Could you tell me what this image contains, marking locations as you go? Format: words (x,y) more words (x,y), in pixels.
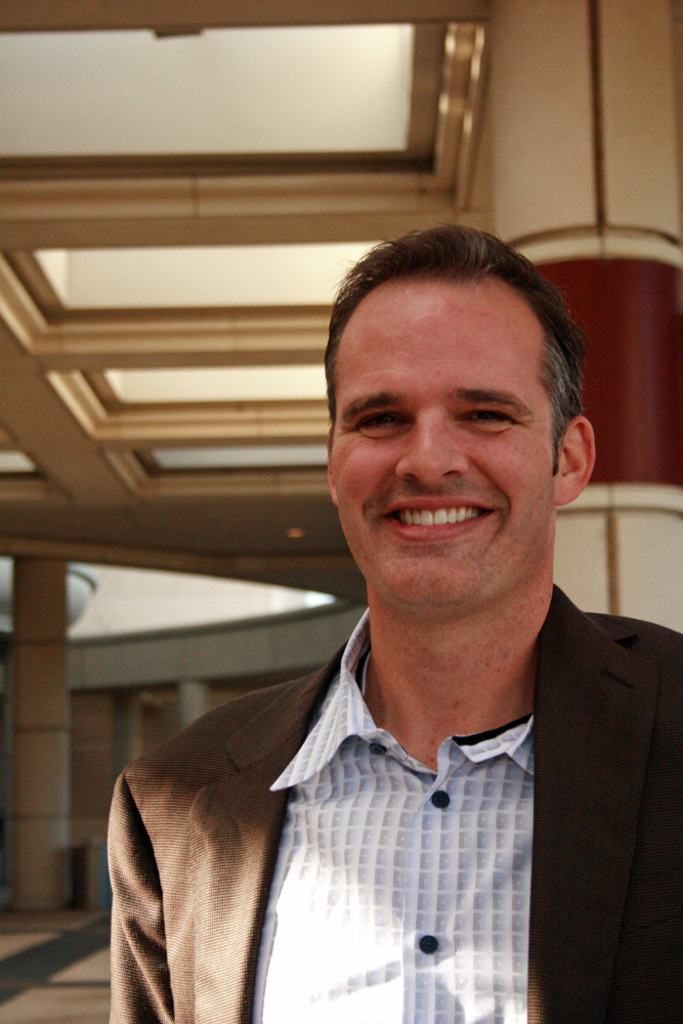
In the foreground (369,574) I can see a person (490,815) on the floor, wall (331,634), doors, pillar (659,286) and a rooftop (18,269). This image is taken may be in a hall (325,601).
